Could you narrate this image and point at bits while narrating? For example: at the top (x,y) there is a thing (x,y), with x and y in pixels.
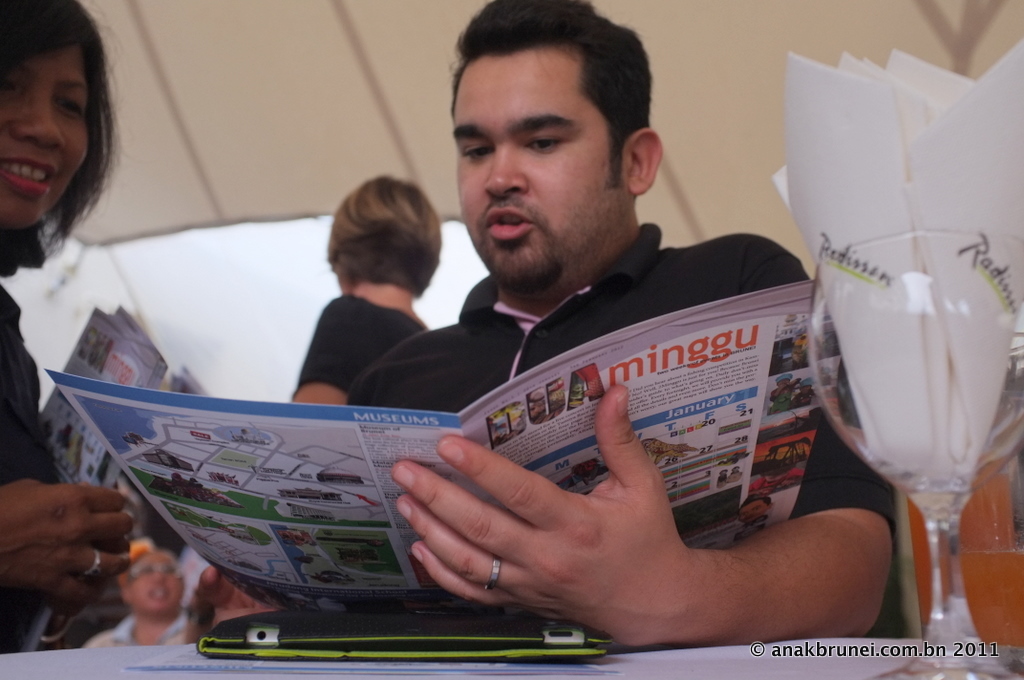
In this image in the foreground (594,135) there is one person (638,163) who is holding a book (582,441) and reading, and in the background (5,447) there are some persons (24,429) and one woman (92,572) is holding some books (101,362). At the bottom (267,675) there is table (54,675), on the table (59,662) there is a mobile (215,645) and some paper (214,663) and on the right side (912,402) there is glass (881,425). In the glass (862,324) there are some tissues (998,218), and at the top (752,153) it looks like a tent (122,154).
